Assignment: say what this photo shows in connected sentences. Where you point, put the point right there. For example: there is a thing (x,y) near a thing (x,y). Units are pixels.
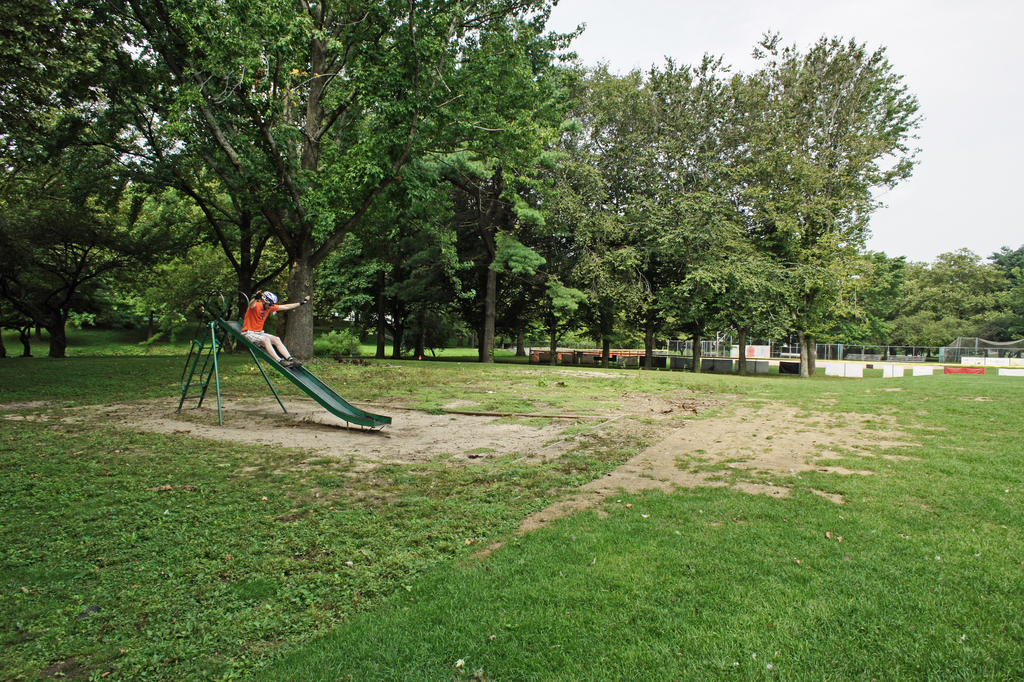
In this picture I see the grass (62,403) and in the middle of this picture (362,420) I see a slide (288,376) on which there is a person (258,339) and I see number of trees (171,26). In the background (961,32) I see the sky (984,133).
